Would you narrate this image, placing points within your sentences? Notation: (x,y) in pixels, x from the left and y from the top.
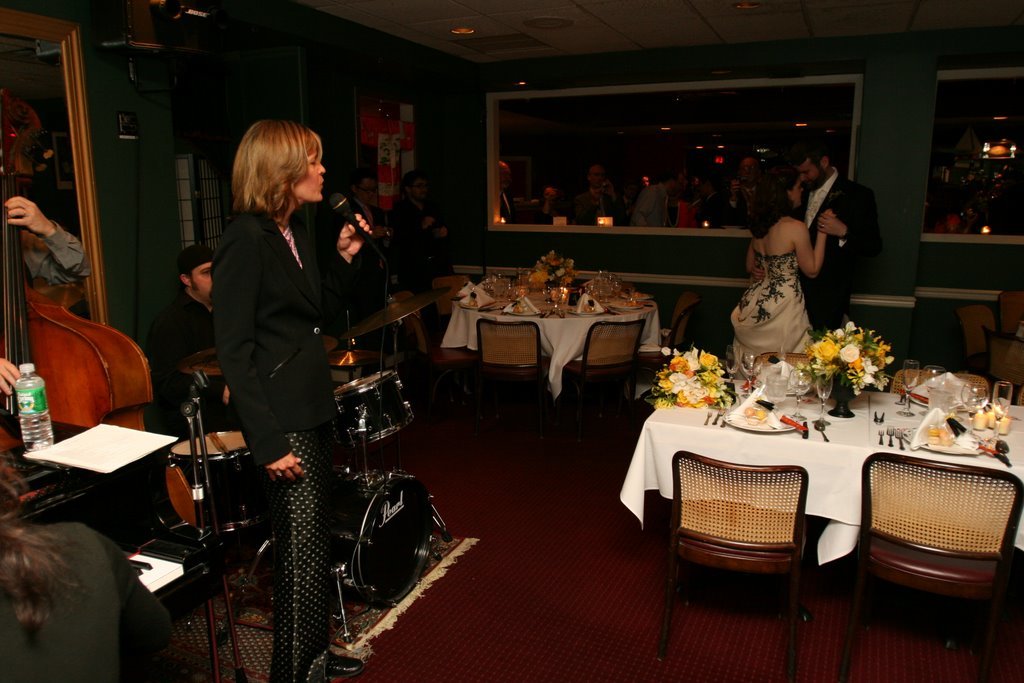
In this picture we can see a room (893,198) where on left side (338,269) woman (252,250) is singing on mic (344,205) and some persons (54,244) are playing instruments (127,403) and here is a bottle (39,430) over the table (149,445) and on right side (874,213) we can see man (823,280) and woman (786,297) are dancing looking at each other and we have floor (504,534) on floor (490,591) table (876,428) chairs (763,483) beside them and on table (694,437) we can see beautiful decoration (793,366) with flowers (681,368), plates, spoons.
